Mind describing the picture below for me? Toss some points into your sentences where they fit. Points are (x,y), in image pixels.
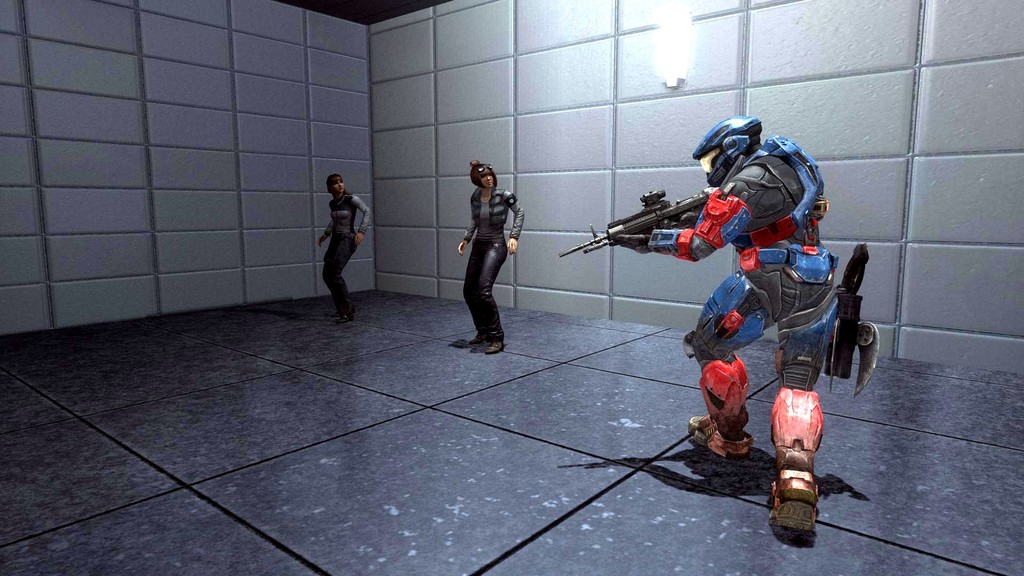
In this image I can see the animated picture and I can see three persons (723,208) standing. In front (732,226) the person (788,296) is holding the gun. In the background (670,121) I can see the light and the wall (341,95) is in gray color.
